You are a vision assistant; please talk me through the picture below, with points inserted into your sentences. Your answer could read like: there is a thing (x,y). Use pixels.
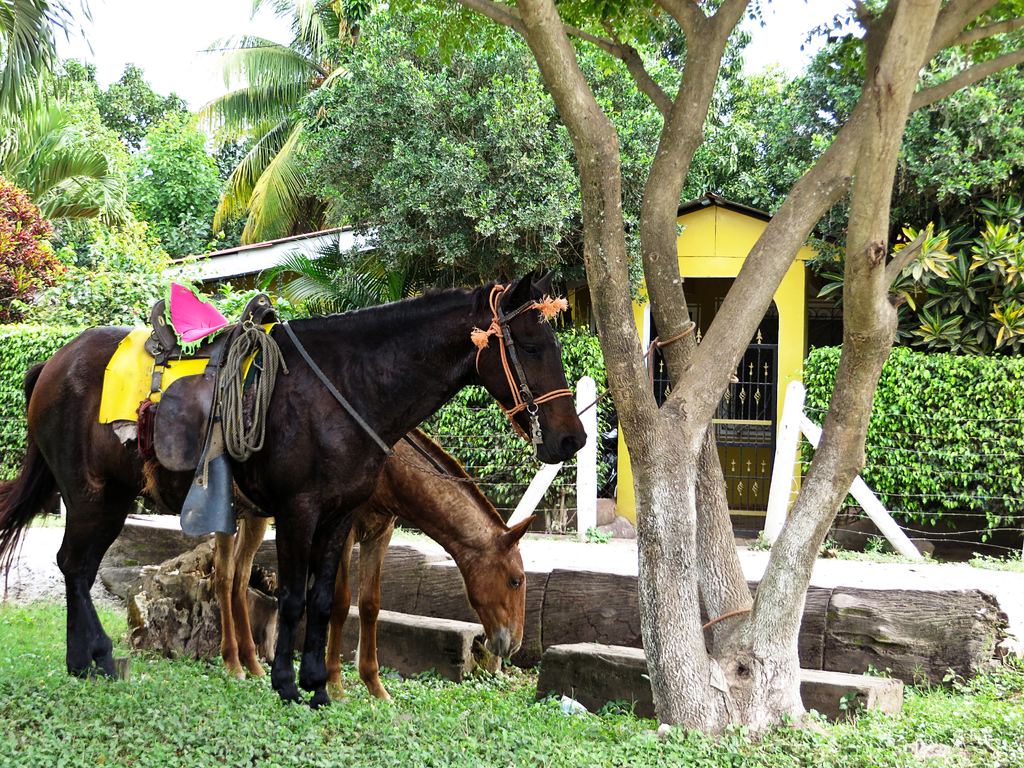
In this image in the front (472,721) there's grass (472,721) on the ground (524,738). In the center (351,467) there are animals (362,440) standing and there is a tree (711,371). In the background (195,224) there are trees (416,244) and there is a fence (773,482) and there is a wall (700,267) and there is a gate (742,402).
